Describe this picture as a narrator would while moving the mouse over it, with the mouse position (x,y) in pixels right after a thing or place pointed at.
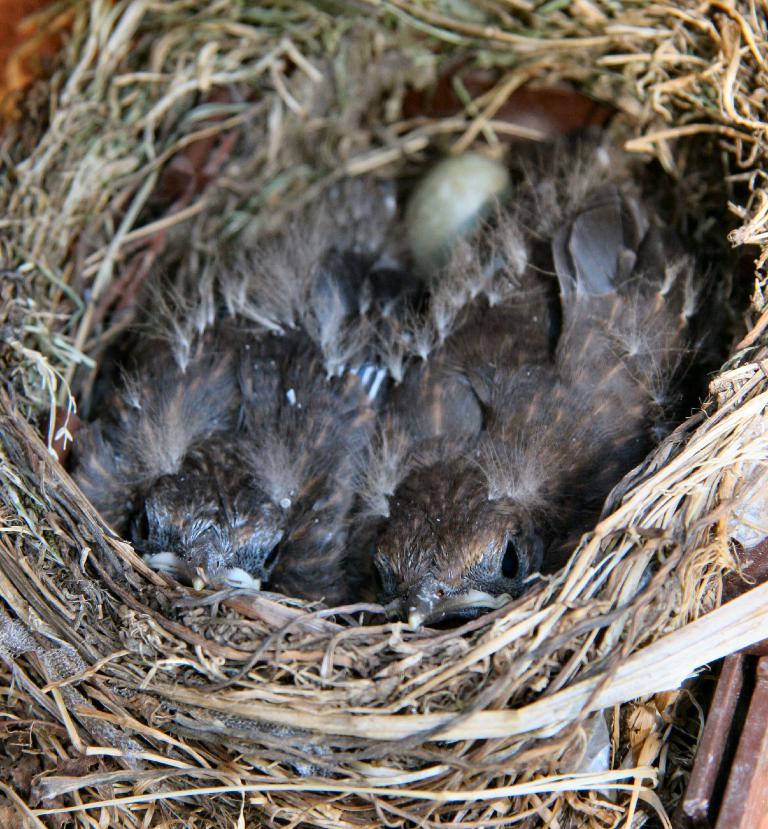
The picture consists of a nest (51,738), in the nest (760,623) there are baby birds (340,370) or chicks (353,409).
